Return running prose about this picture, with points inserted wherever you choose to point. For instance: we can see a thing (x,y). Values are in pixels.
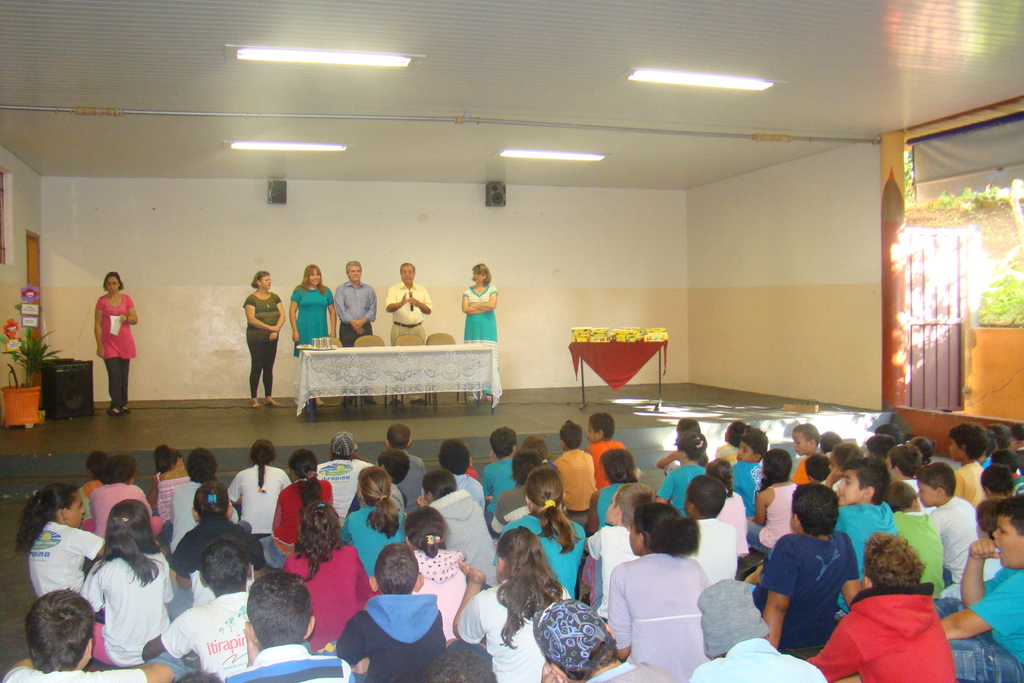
This picture is clicked inside. In the foreground (904,586) we can see the group of people (343,538) sitting on the ground (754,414). On the right (949,293) there is a door (938,301) and some plants (1010,309) and we can see the group of people (248,310) standing on the ground (530,396) and we can see the chairs (379,338), tables (392,346) and some other items (82,366) and we can see a house plant (17,417). In the background (336,245) there is a wall (309,209) and the speakers (285,201). At the top (547,23) there is a roof (547,37) and the ceiling lights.
